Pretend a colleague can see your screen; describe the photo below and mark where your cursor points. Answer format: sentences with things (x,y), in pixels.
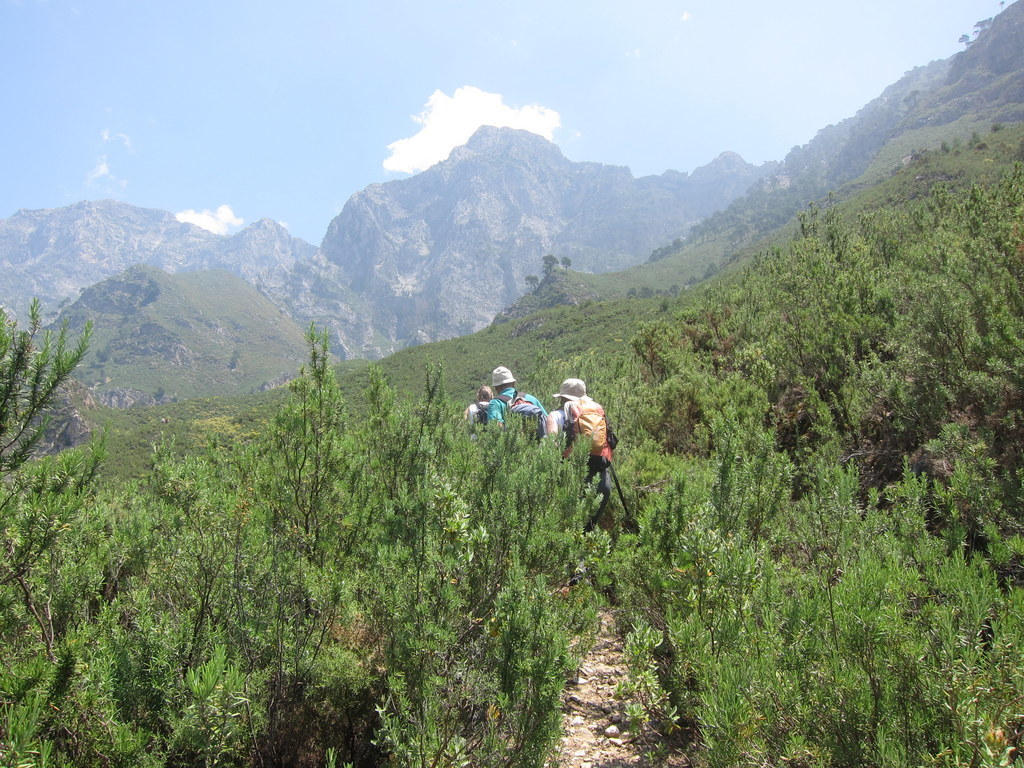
In this image, I can see the mountains (398,263). These are the trees (420,551) with branches (468,643) and leaves (948,570). There are three people (517,410) standing. At the top of the image (451,133), I can see the clouds (485,106) in the sky (345,121).
